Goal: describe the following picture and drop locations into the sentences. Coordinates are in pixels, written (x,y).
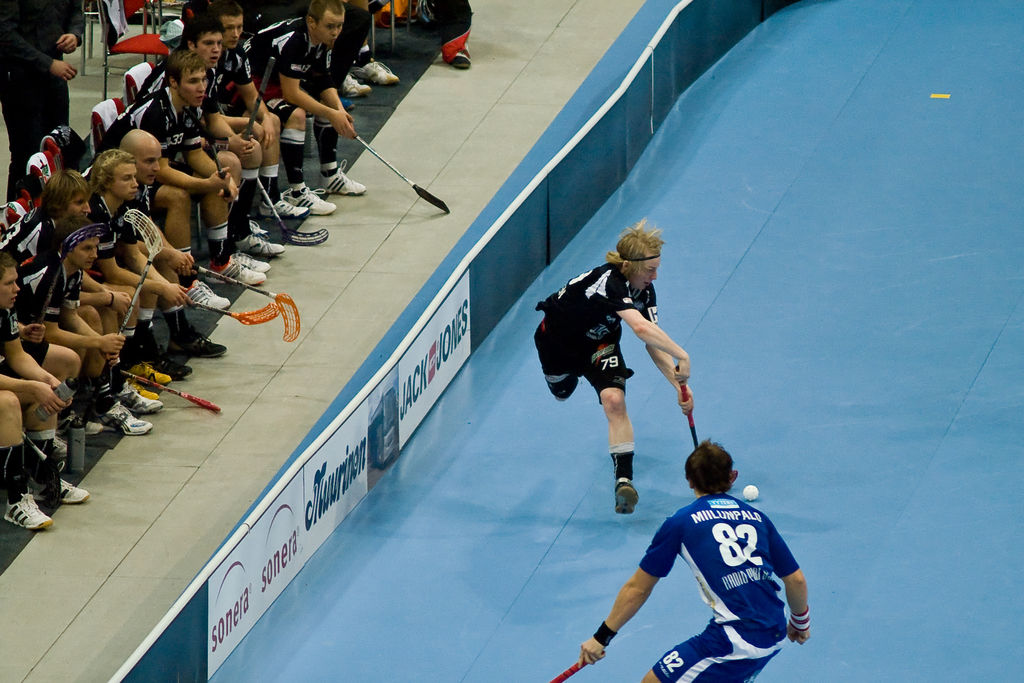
In the image there are two players (619,505) playing some game and on the left side (30,438) there are many other players (195,184) sitting and watching them.
